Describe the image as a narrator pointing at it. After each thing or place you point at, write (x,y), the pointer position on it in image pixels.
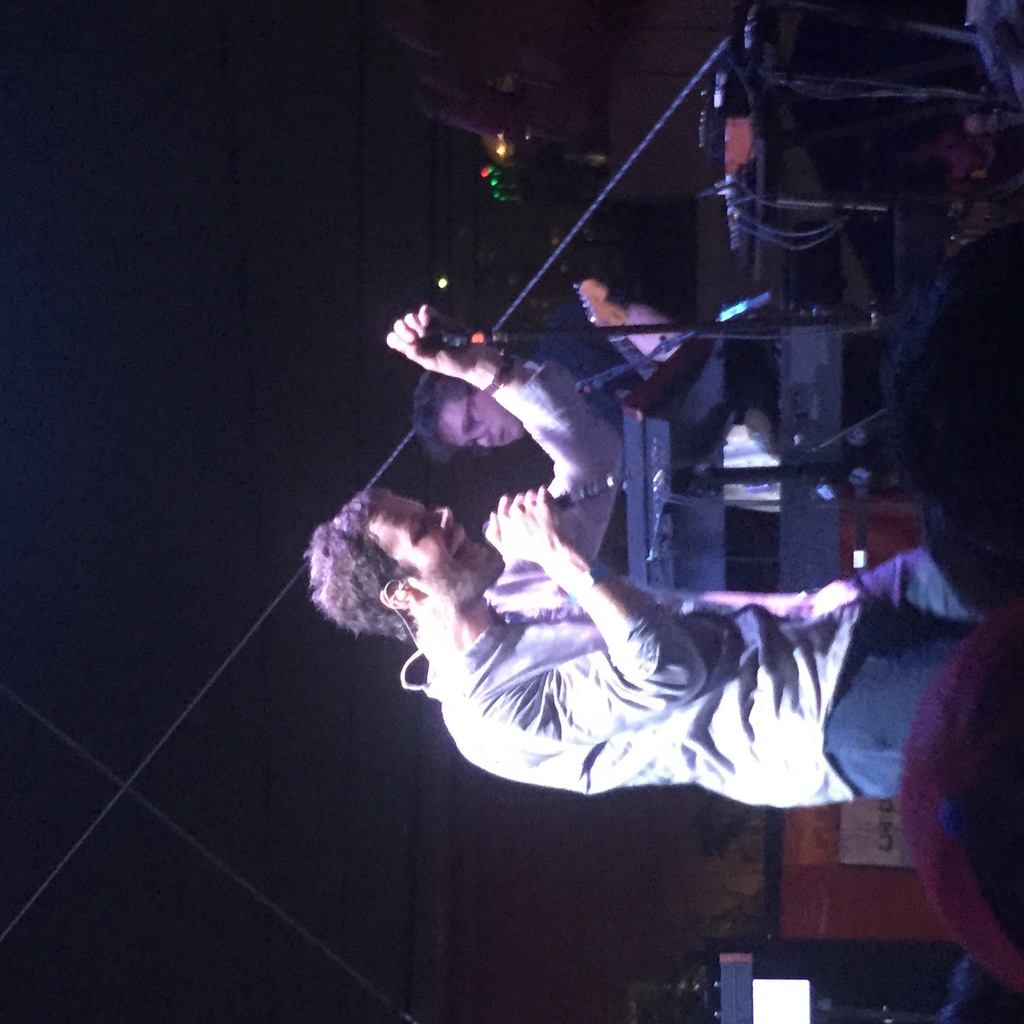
In this image there are few people (818,655) standing on the stage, in which one of them holding microphone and other one is playing musical instruments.
